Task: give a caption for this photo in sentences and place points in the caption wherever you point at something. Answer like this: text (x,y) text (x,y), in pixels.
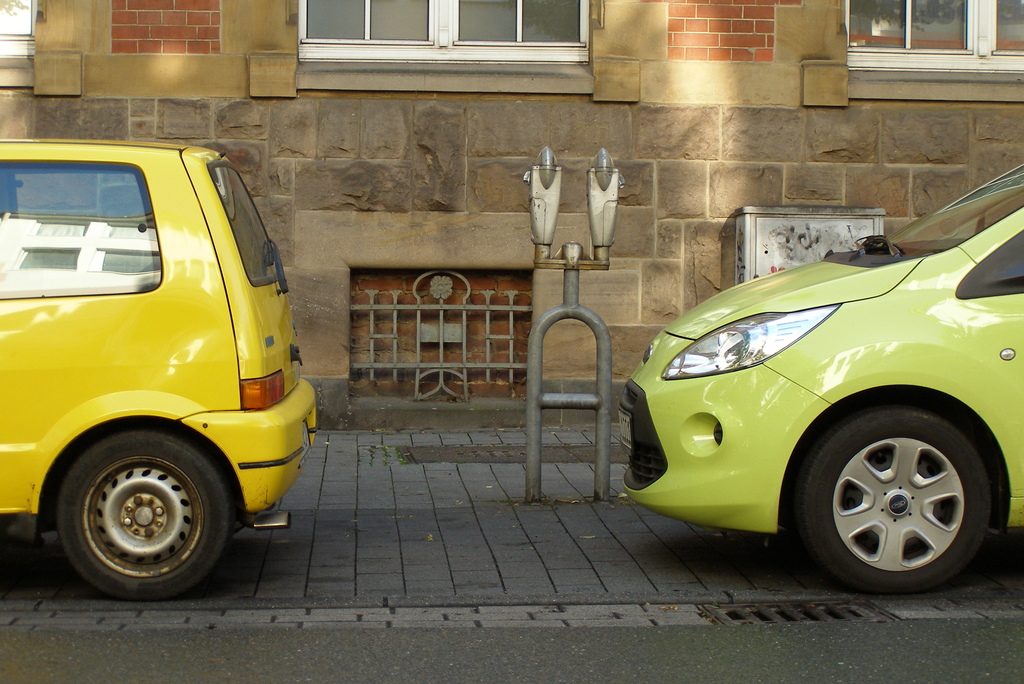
In this image we can see two vehicles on the road (519,656) and there is an object (549,319) which looks like parking meter (611,196). We can see a building (599,81) in the background (465,81).
